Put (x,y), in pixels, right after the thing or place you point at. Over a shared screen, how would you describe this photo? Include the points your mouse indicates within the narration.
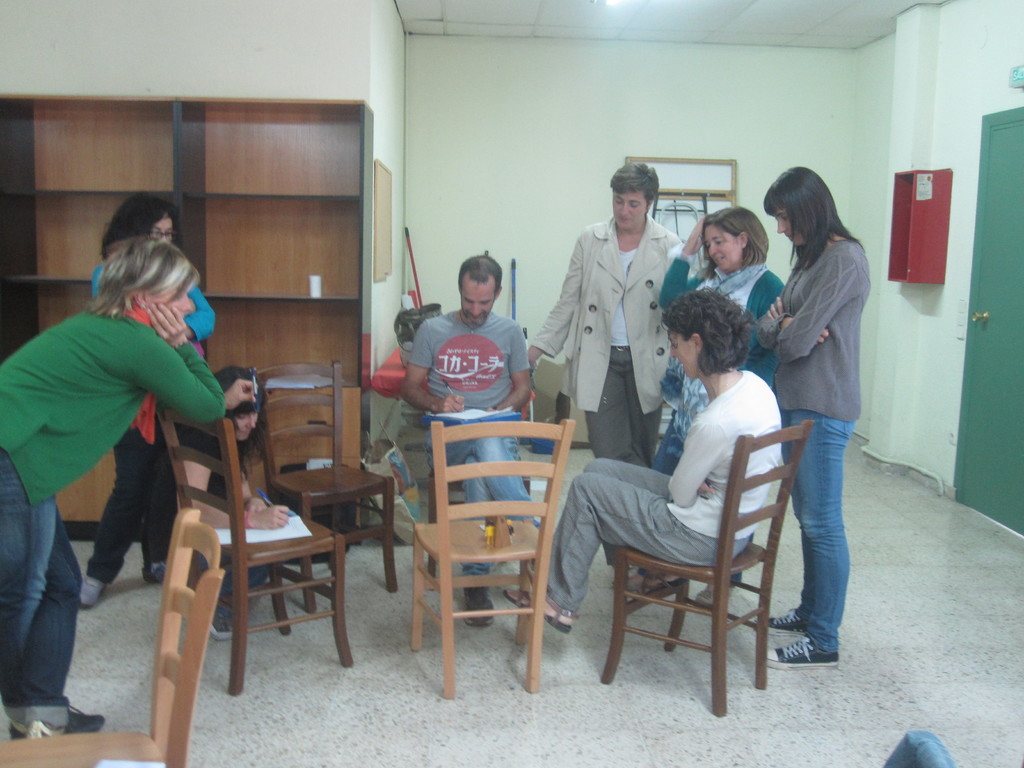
There are two people (523,375) sitting on the chairs (500,428) and few people (107,412) standing. This looks like a wooden rack (227,187). I can see an object (935,251), which is attached to the wall (968,221). This is a door (991,205) with a door handle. In the background (405,307), I can see few objects (398,332), which are placed on the floor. This looks like a frame (388,215), which is attached to the wall (377,141). At the top of the image (741,21), I think this is the ceiling (726,21).
